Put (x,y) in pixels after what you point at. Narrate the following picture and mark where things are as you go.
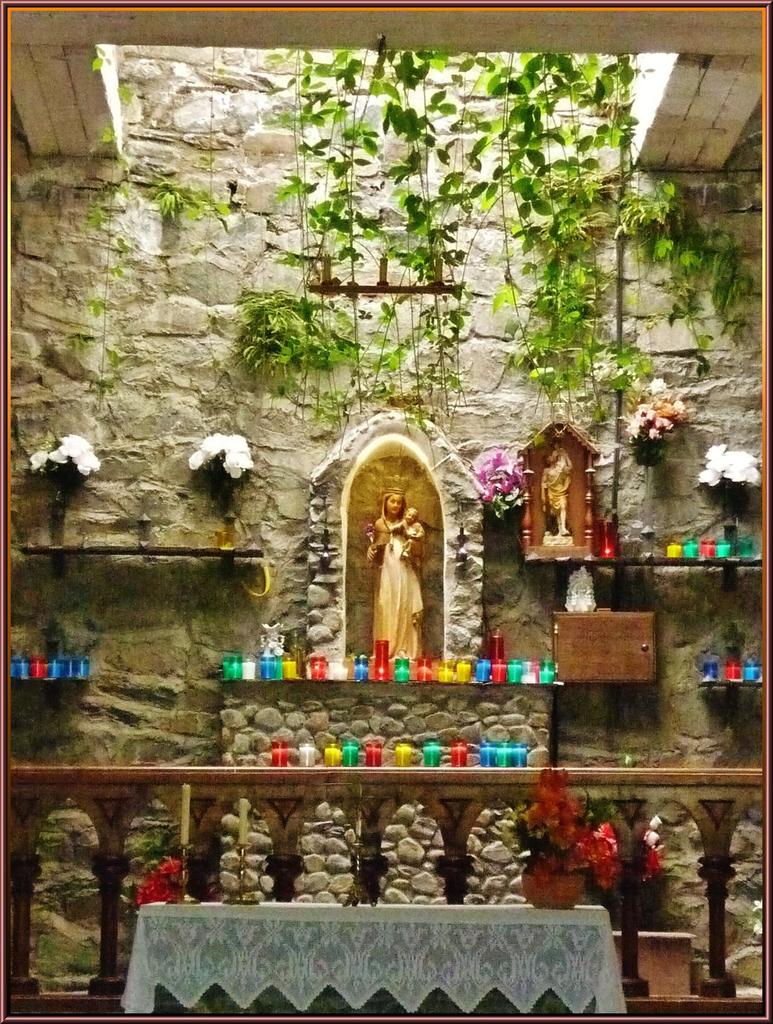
In this image I can see few statues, colorful candles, flower pots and few objects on the racks (646,562). Back I can see a brick wall (163,246) and plants (336,344).
